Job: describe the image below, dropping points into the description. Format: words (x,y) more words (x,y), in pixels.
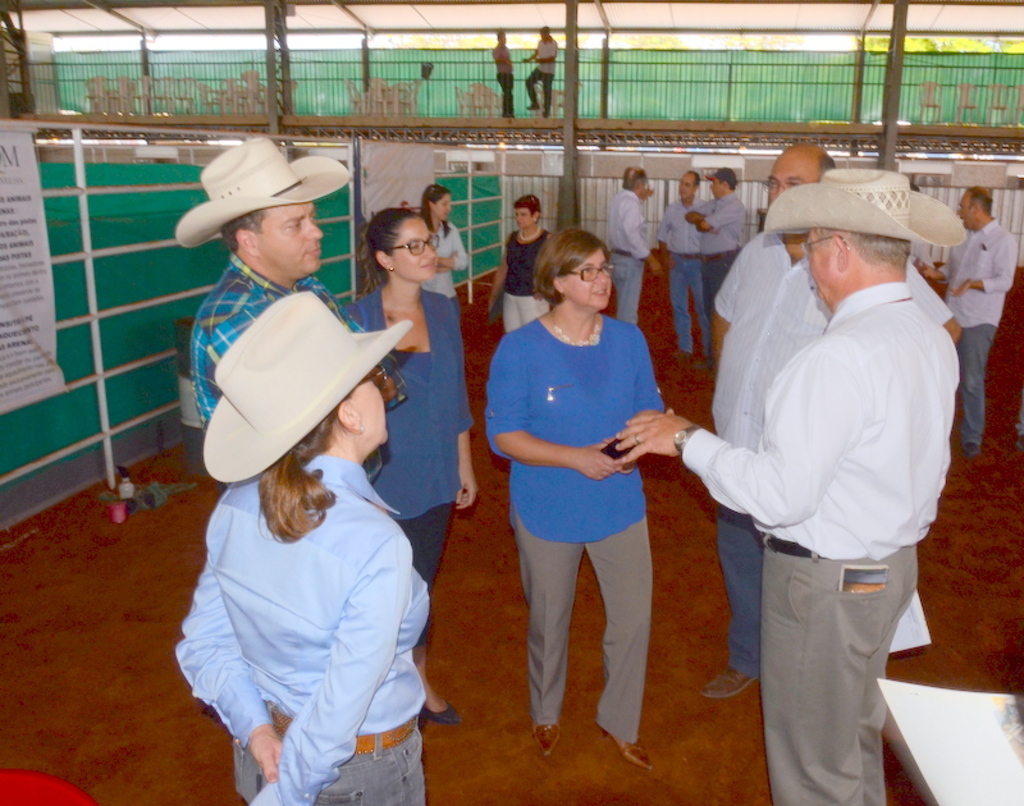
In this picture there are group of people (406,568) in the center (509,445). There is a man (841,552) towards the right (874,460) and he is wearing a white t shirt (859,467), grey trousers (833,628) and a hat (867,209) and he is facing towards the left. Before him there is a woman (532,477) in blue top (541,468). Towards the left (286,493), there is a man (244,283) and a woman (301,531) wearing hats (274,355). In the background (460,252) there are people (646,224) and a bridge (731,146).
